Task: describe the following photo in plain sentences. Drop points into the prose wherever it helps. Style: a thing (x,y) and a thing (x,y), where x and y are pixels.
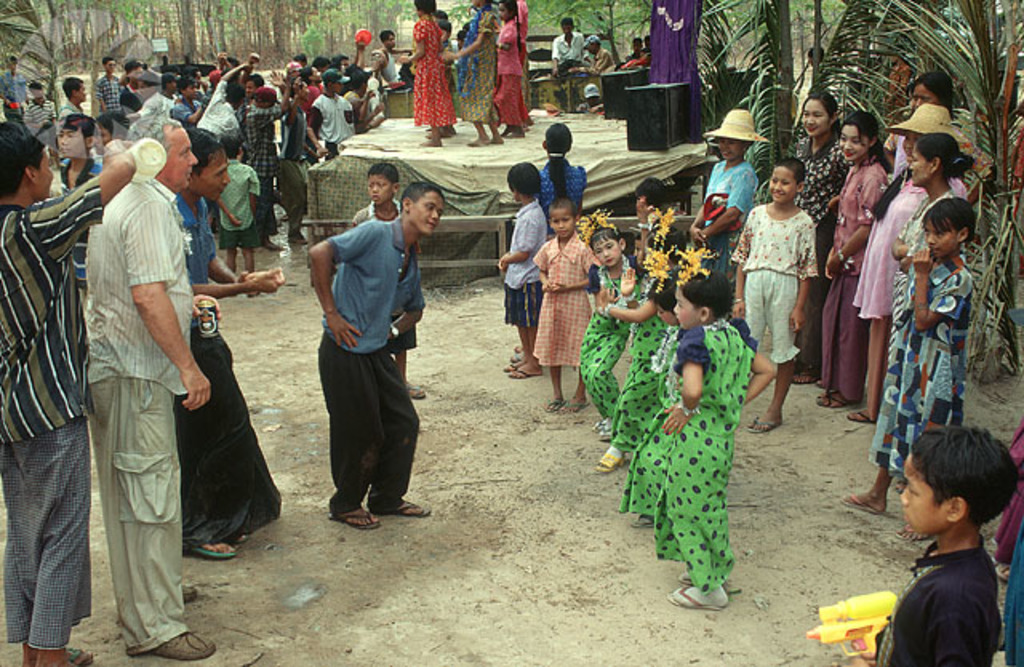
In this picture we can see some people (602,223) are standing, we can see some kids (486,71) are standing on the stage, we can also see speakers (633,90) on the stage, in the background (69,28) there are some trees (336,25), at the bottom (453,528) there is soil (504,515).
